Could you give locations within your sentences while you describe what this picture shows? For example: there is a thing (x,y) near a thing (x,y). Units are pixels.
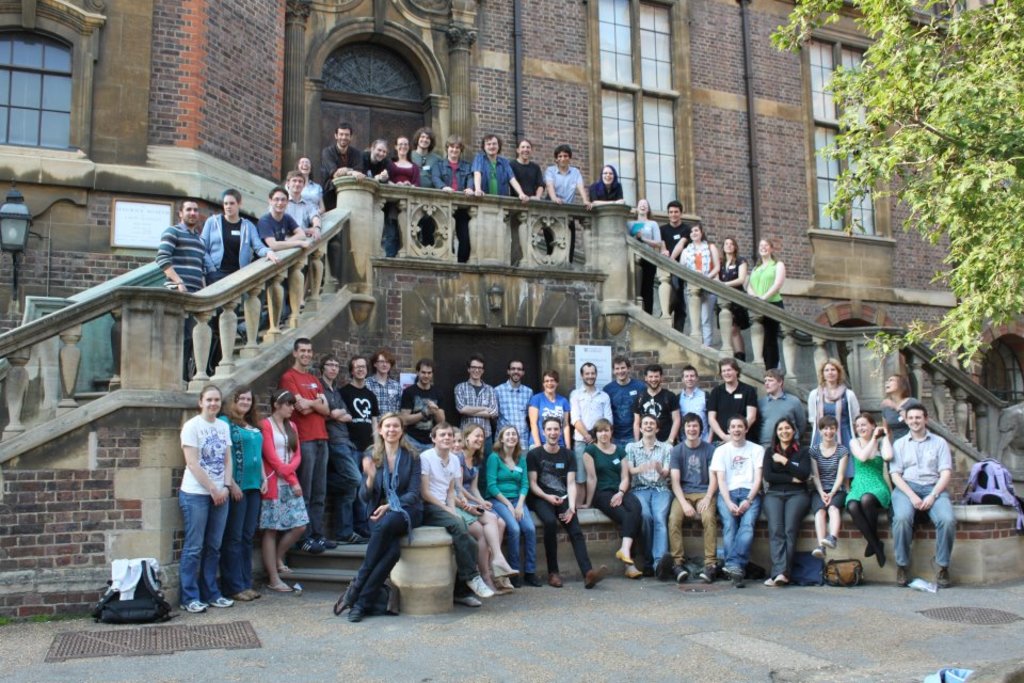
In this picture we can see some people (284,203) standing and some people (587,472) sitting, on the right side (980,237) there is a tree (976,229), in the background (589,160) we can see a building (528,65), there are some bags (827,564) at the bottom (148,591), we can see pipes (749,159) and windows (817,111) of the building (706,113), on the left side (16,226) there is a light (20,235).
